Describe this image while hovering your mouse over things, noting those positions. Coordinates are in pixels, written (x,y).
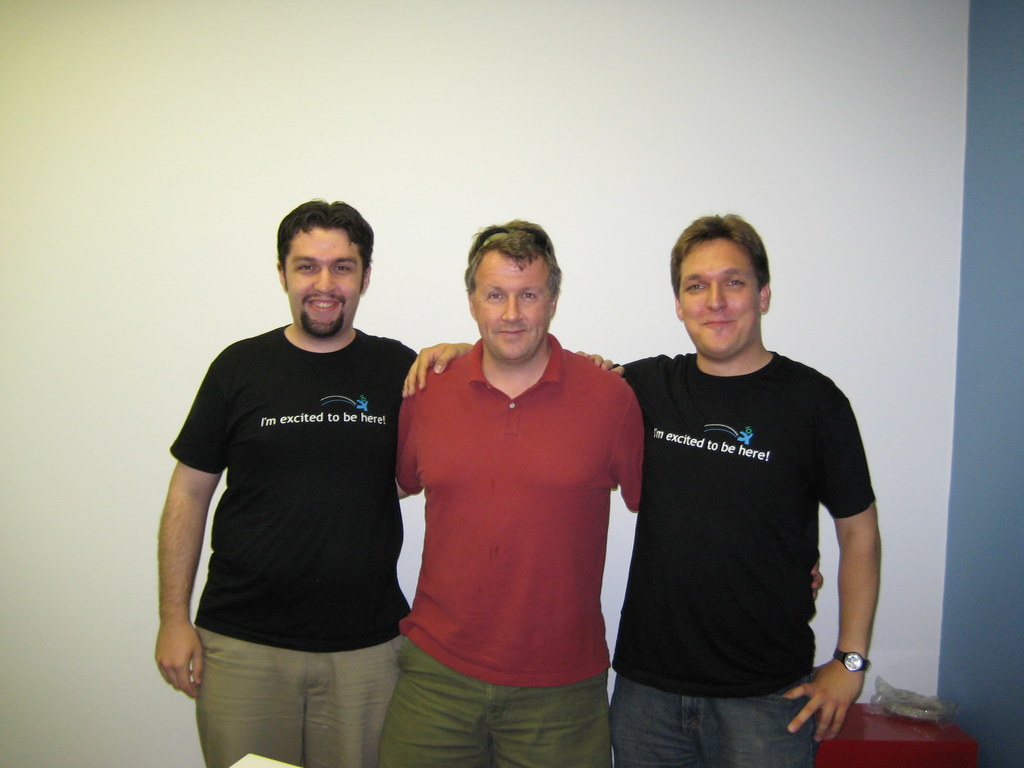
In this picture there are three friends (474,507) standing, smiling and giving a pose into the camera. Behind there is a white color wall (737,152).
